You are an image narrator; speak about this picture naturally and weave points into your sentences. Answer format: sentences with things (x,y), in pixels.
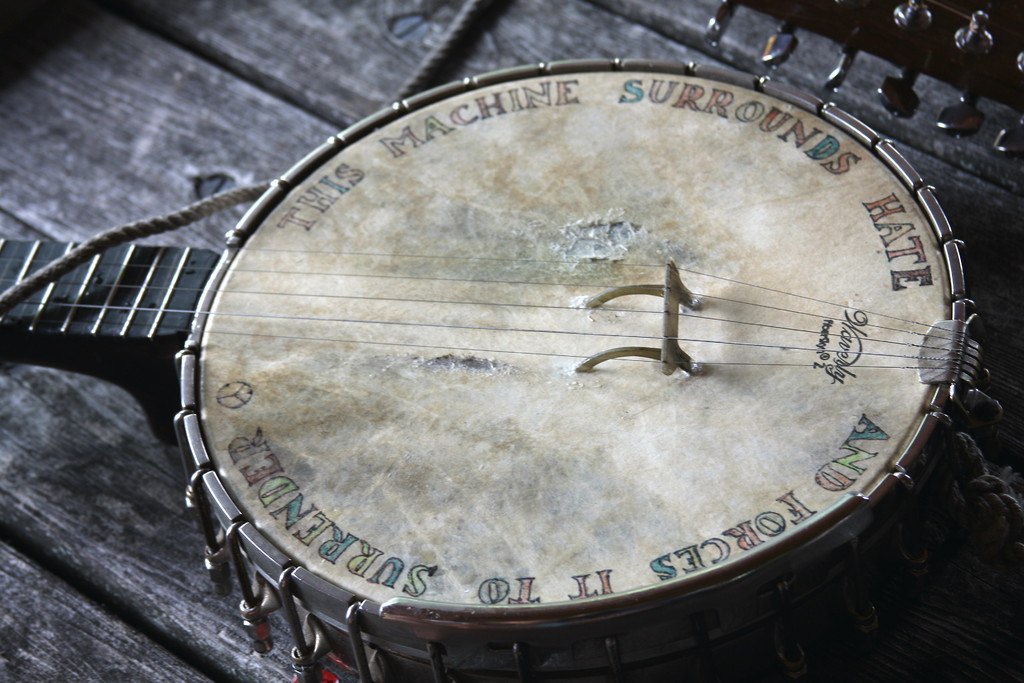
In this image there is a musical instrument (403,253) may be kept on table (402,67), on which there is a text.
